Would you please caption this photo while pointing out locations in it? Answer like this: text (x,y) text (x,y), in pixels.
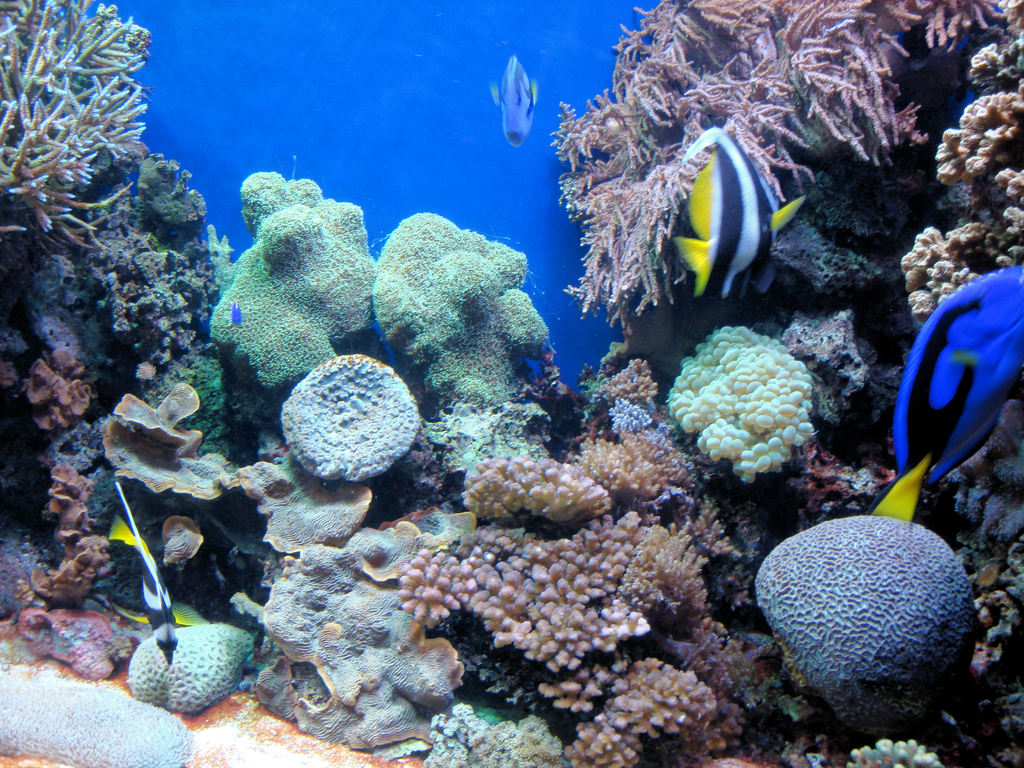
In this image I can see few fishes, sea plants (658,77) and I can see blue colour in background (466,98).
